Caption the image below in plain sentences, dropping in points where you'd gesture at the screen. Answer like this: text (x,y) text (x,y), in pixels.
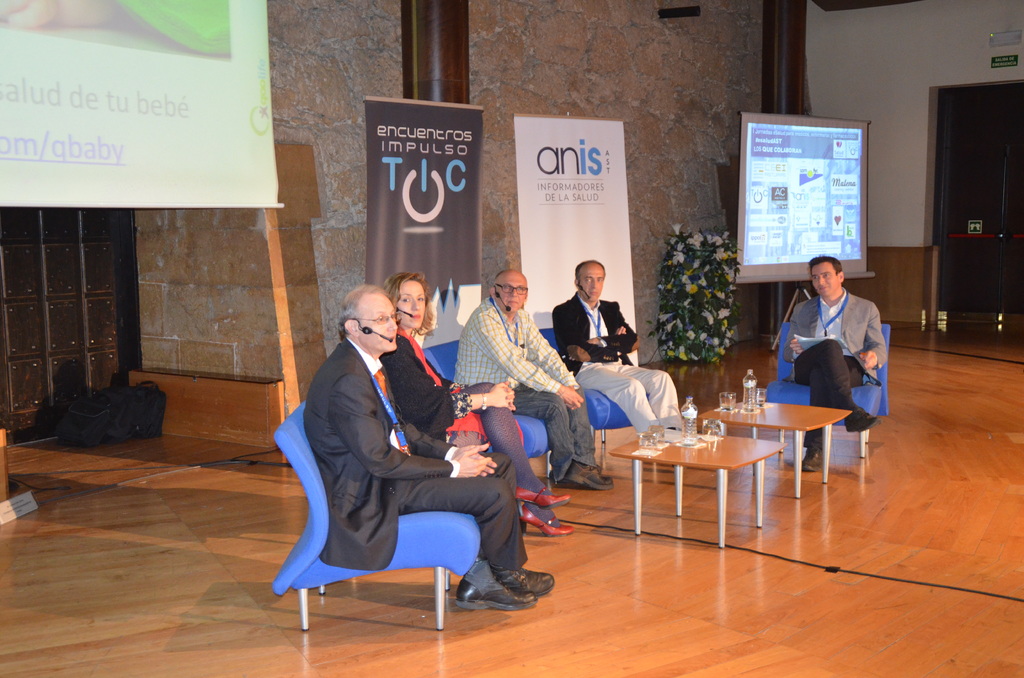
In this picture we can see five persons (795,318) sitting on chairs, we can see two tables (751,459) here, we can see water bottles (691,433) and glasses (716,422) on these tables (757,447), in the background (545,318) there are banners (479,244), we can see a plant (693,294) here, there is a projector screen (773,218) here, we can see a wall (901,62) in the background (898,32).
